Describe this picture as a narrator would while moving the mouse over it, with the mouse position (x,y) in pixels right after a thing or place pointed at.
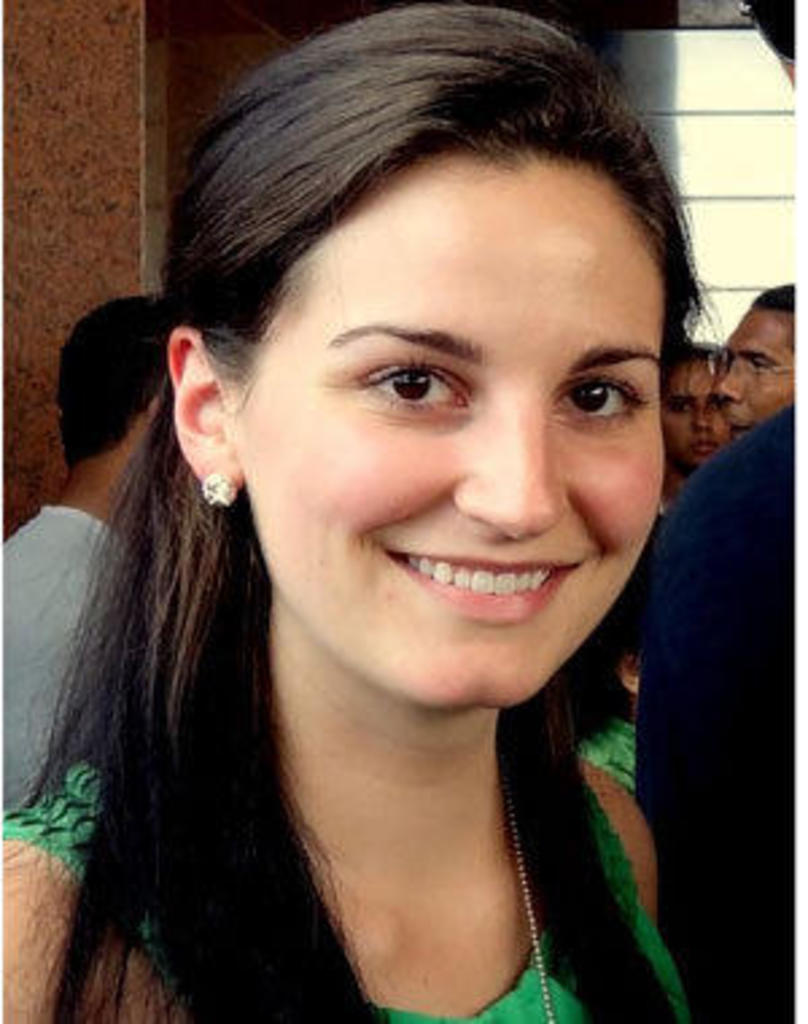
In this picture there is a woman (572,939) wearing green dress (559,992) is smiling and there are few other persons (772,547) behind her.
